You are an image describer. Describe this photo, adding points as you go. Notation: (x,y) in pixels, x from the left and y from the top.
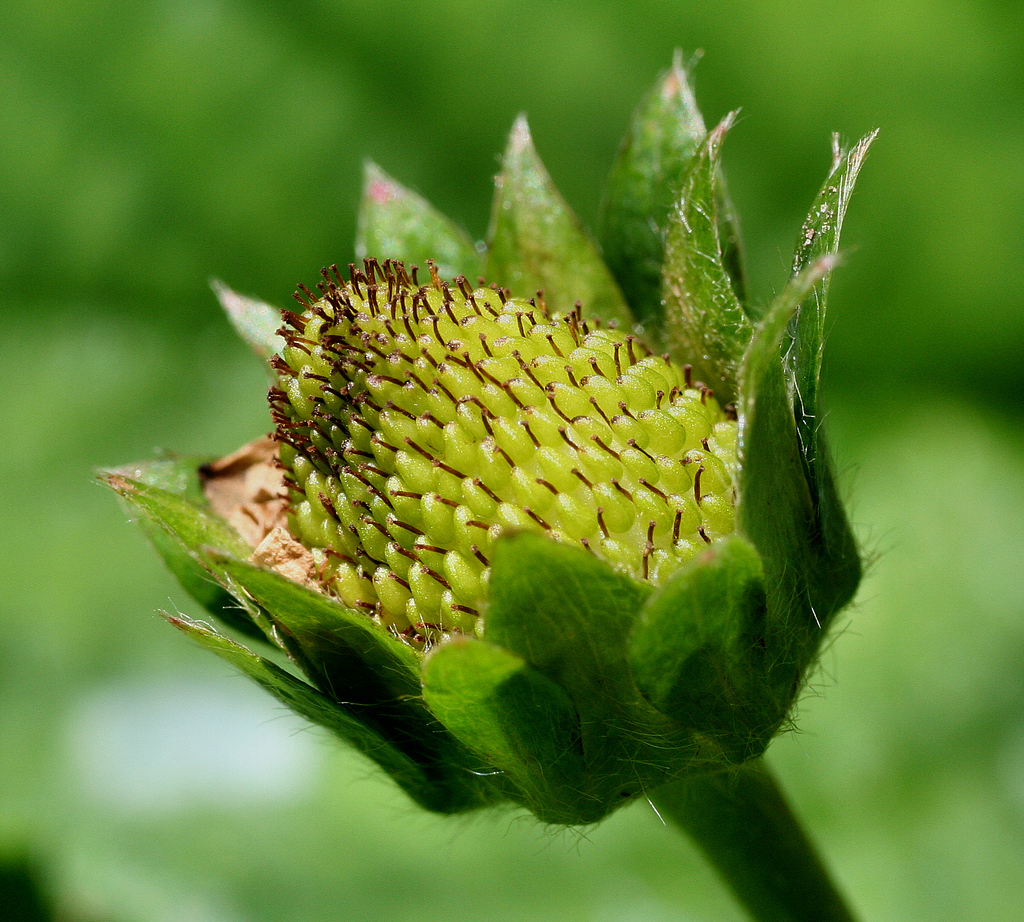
There is a plant (807,873) having a flower (712,604). And the background (819,113) is blurred.
